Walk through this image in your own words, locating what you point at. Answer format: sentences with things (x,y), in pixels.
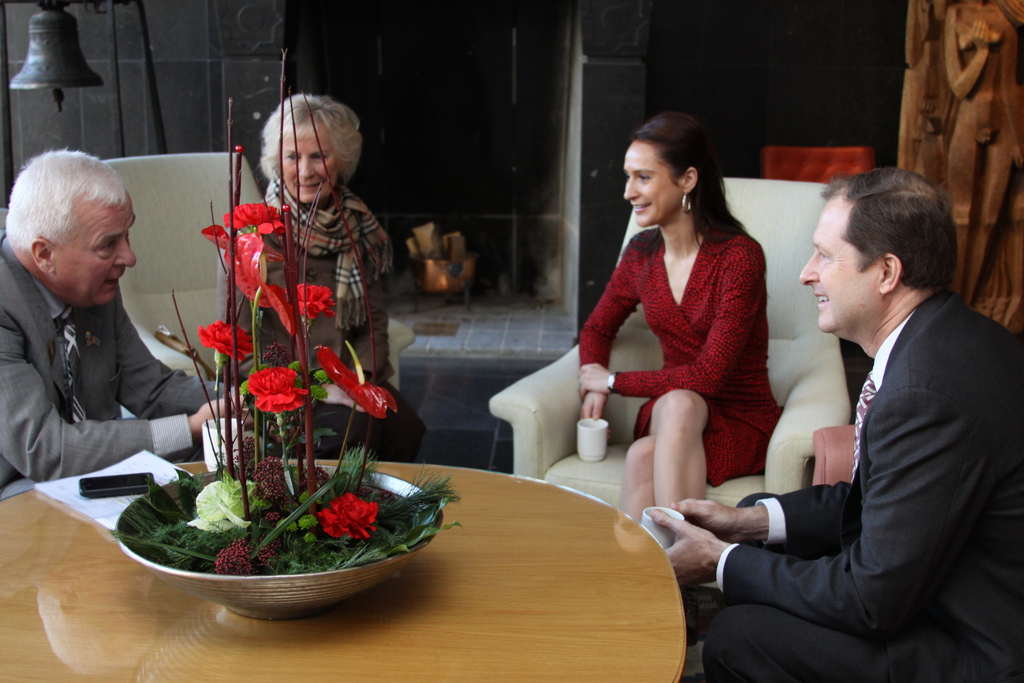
In this image there are people (891,464) sitting on the chair (621,413). In front of them there is a table (156,653) and on top of the table (295,626) there is a flower pot (223,492), papers (98,511) and a mobile (119,490). Behind them there is a wall (781,49). On the left side of the image (93,74) there is a bell (61,80). On the right side of the image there is a wooden structure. In the center of the image (409,238) there is a fireplace (503,260).
